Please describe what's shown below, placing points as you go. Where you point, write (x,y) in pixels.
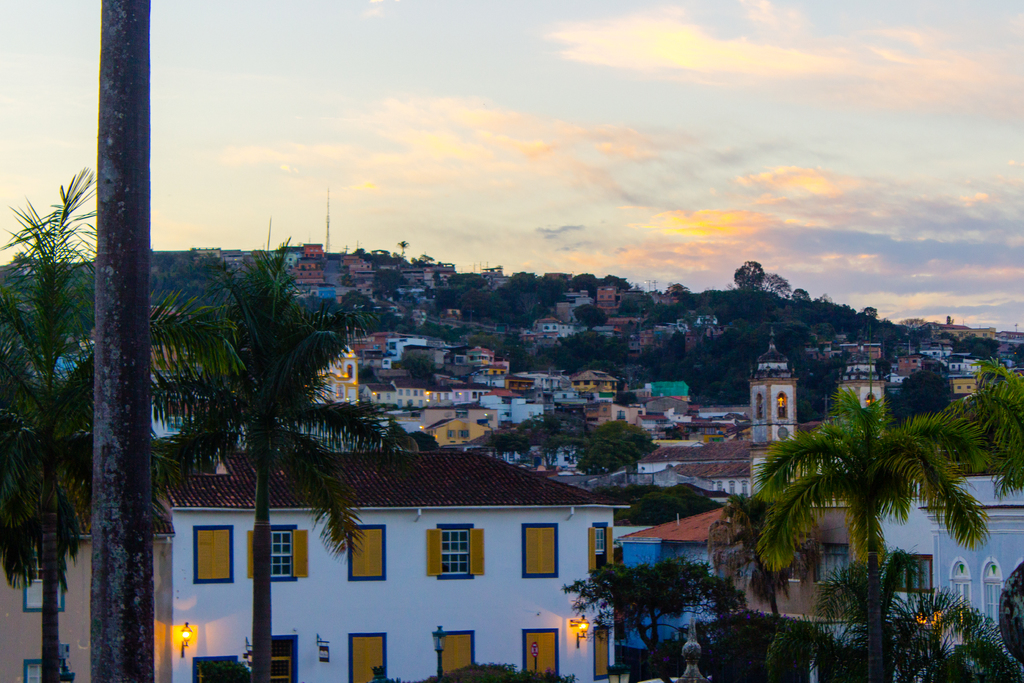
This image consists of many houses (461,596) and buildings (557,604) along with the trees (611,613). To the left (123,313), there is a pole (147,25). At the top (783,147), there are clouds (681,170) in the sky (707,178).
